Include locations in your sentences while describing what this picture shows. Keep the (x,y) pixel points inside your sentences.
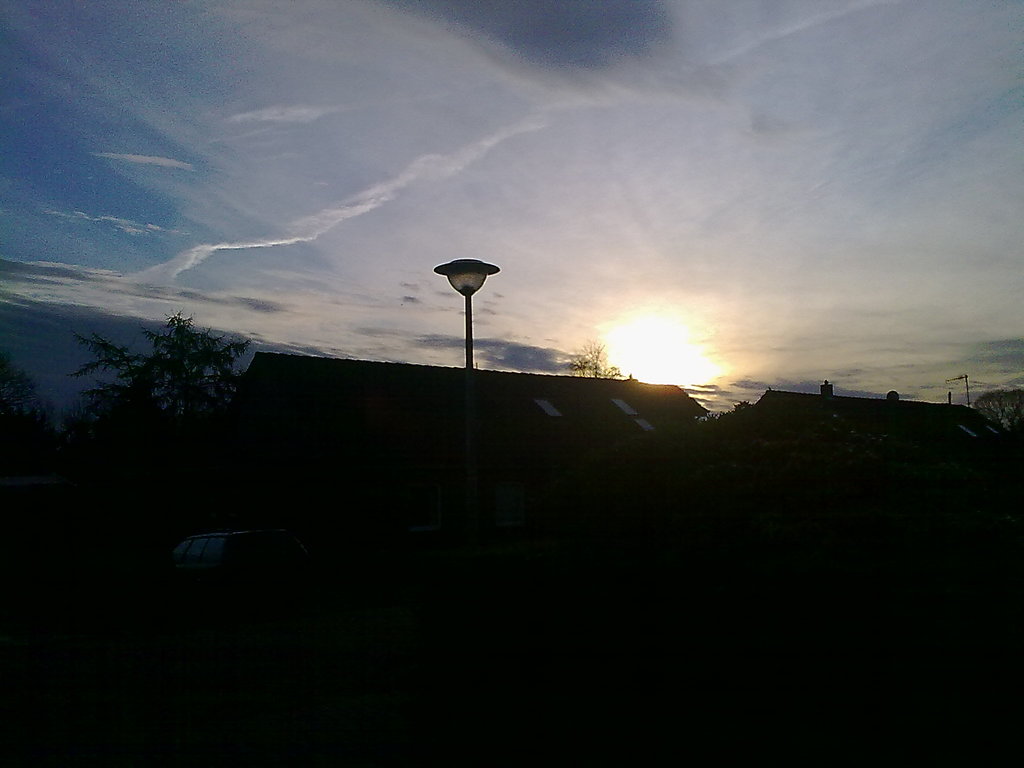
In this image we can see some houses (480,497), vehicle (249,592) which is parked, there are some trees (168,437) and in the background of the image (399,232) there is cloudy sky (390,209) and sun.
